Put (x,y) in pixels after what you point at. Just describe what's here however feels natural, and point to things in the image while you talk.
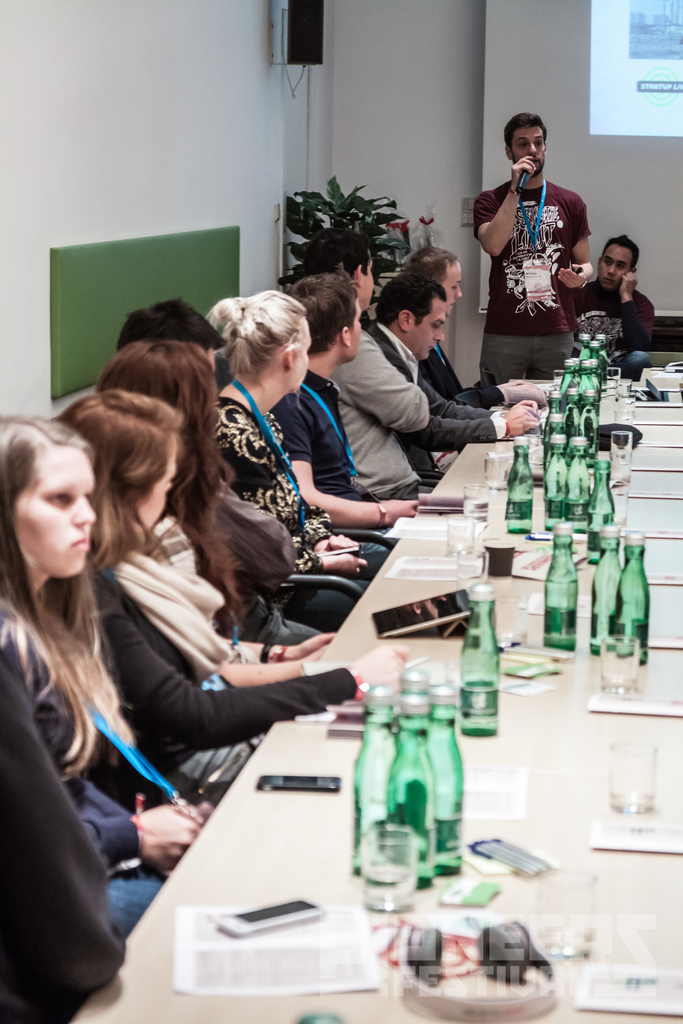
this is a picture of an auditorium (374,515). Here we can see a table (212,1011) and mobiles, water bottles (437,832) on it. We can see few persons (342,482) sitting at the left side of the picture (214,715). This is a screen (656,90). We can see a man (516,340) in red colour t shirt (551,205) standing and giving a speech. This is a plant (371,229). We can see a wall (211,142) in white colour.
